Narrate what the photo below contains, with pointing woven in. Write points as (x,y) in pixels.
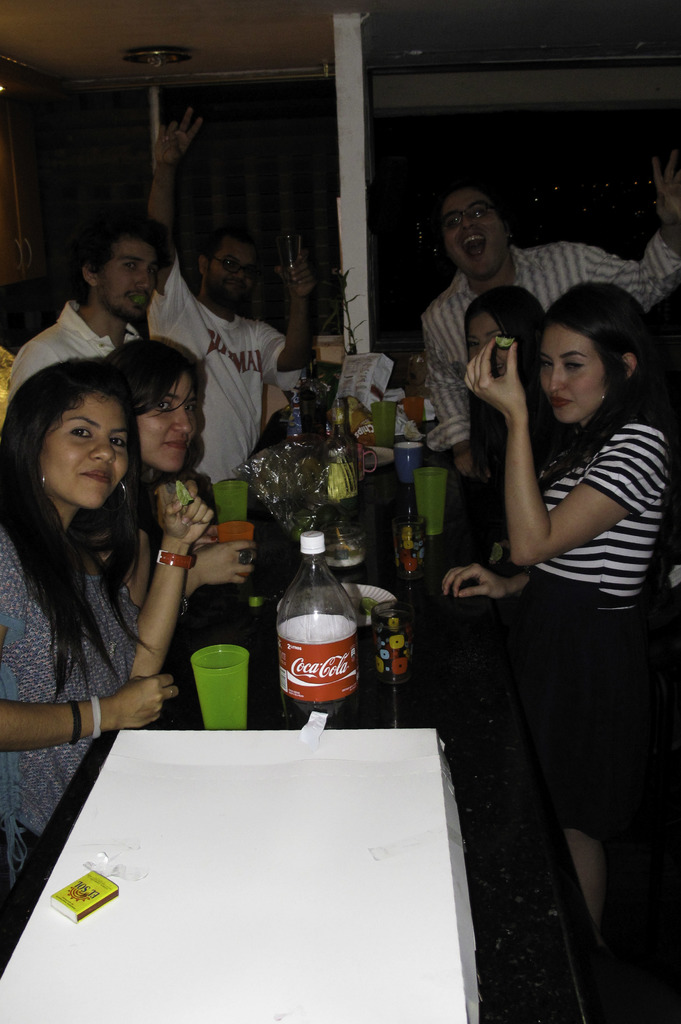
In this image we can see seven people (260,344) are standing near the table (407,598). We can see a cake box (269,827), matchbox (94,889), glasses (203,707), drink bottle (281,690) on the table (412,711).
